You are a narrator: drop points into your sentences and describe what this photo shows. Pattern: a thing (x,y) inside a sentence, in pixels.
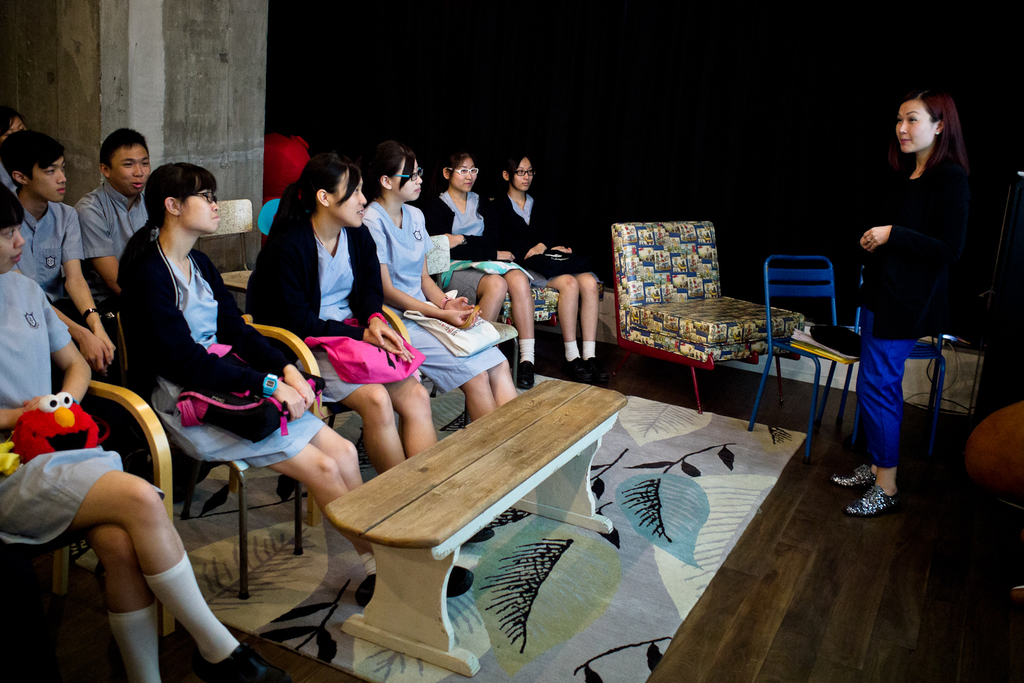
In this picture we can see a group of students (405,456) sitting on the chairs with bags (95,437) and looking at a lady (919,127) standing in front of them. Here we can see a wooden table (506,406), chairs (729,316) and a carpet (500,674) on the wooden floor (726,378).
